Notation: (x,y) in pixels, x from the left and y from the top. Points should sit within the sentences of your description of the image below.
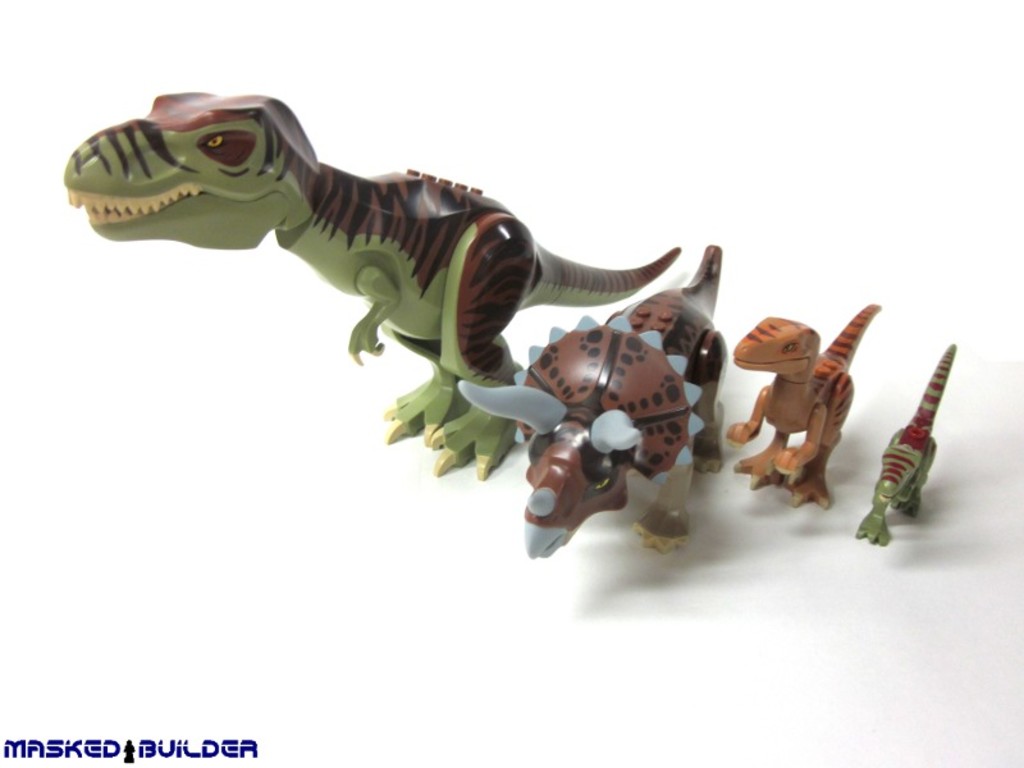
In this image we can see toys (752,439).
